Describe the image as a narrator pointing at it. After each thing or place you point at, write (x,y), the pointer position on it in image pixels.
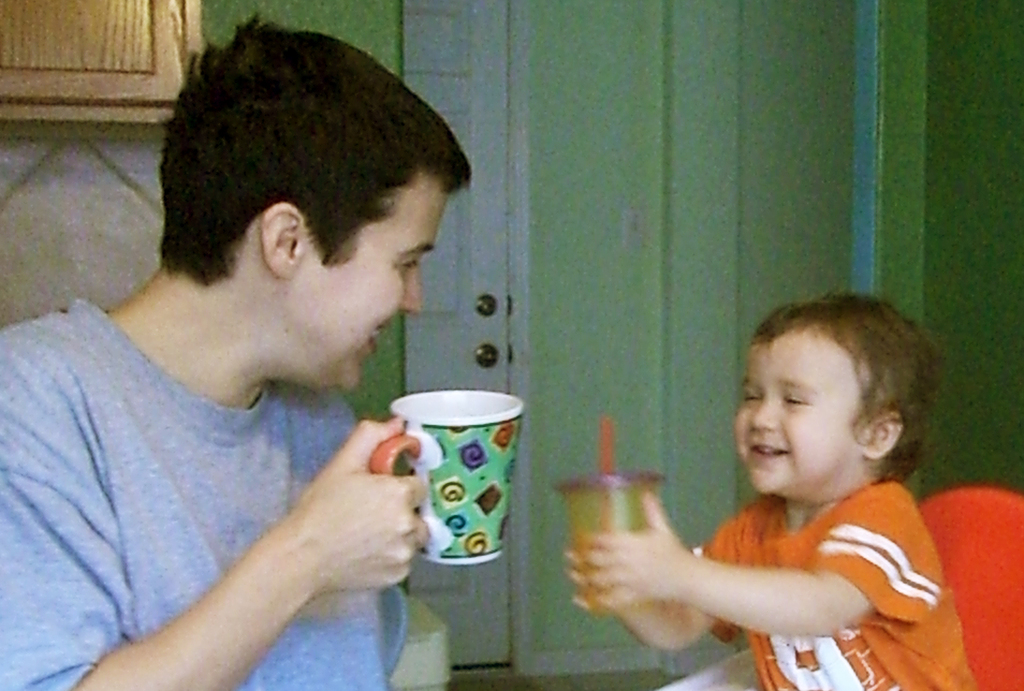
in the picture there is a man (385,486) and a boy (861,525) holding a cup (451,521).
